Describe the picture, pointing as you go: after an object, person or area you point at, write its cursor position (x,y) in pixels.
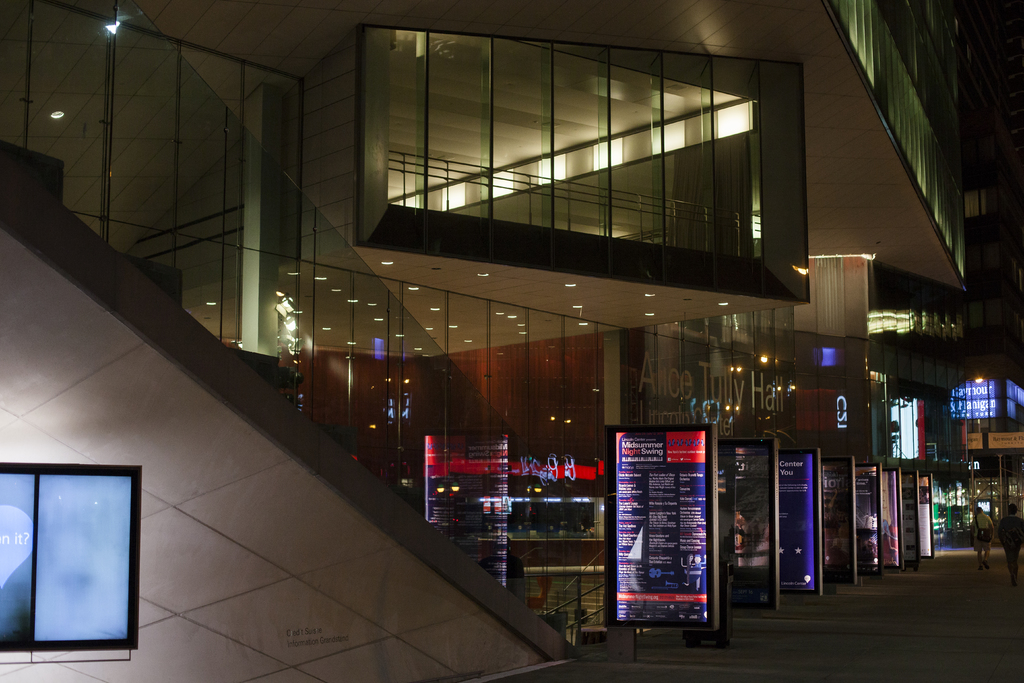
In this picture there is a building (793,144) in the center of the image (672,310) and there are other buildings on the right side of the image (1004,181), there are poster boards (748,571) at the bottom side of the image (669,583), it seems to be the picture is captured during night time.
